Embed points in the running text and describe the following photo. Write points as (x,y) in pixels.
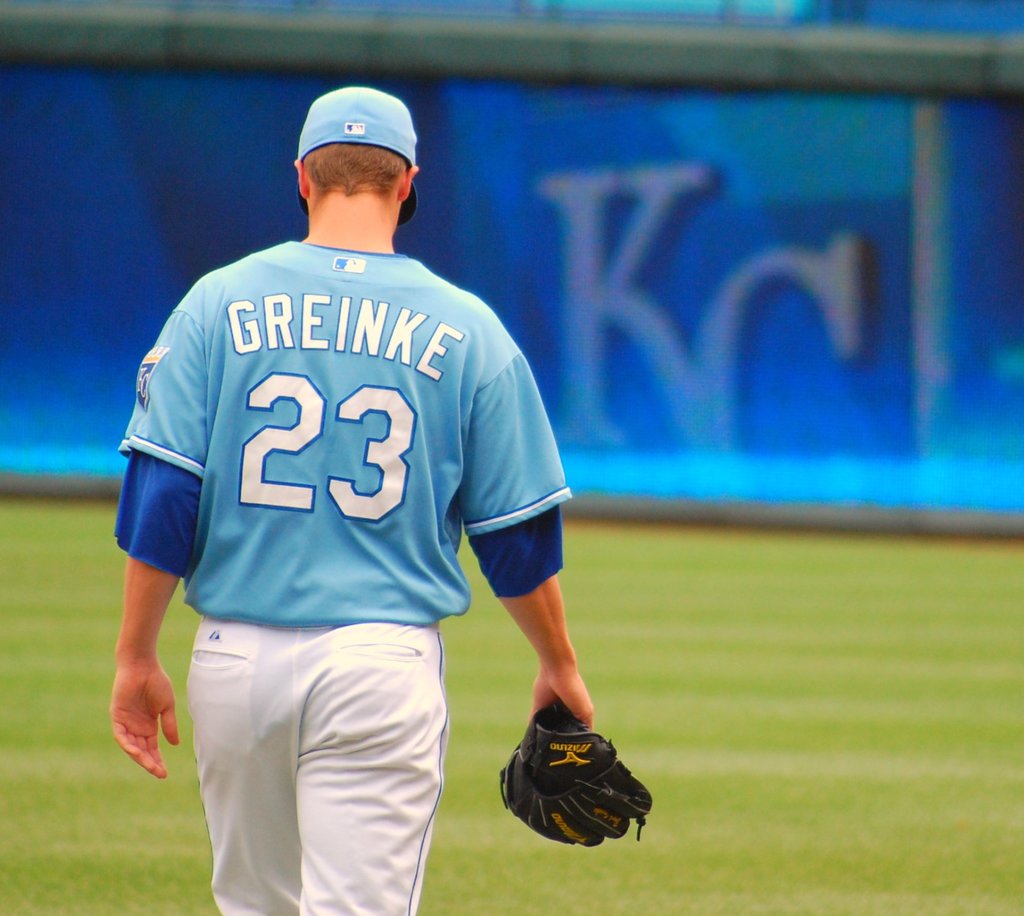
In the foreground of this image (303,562), there is a man (341,565) in blue T shirt (362,508) and white pant (433,790) walking on the grass (869,623). In the background (710,160), there are blue banner wall (680,179) and on the top (627,27), we can see the railing (570,30).
